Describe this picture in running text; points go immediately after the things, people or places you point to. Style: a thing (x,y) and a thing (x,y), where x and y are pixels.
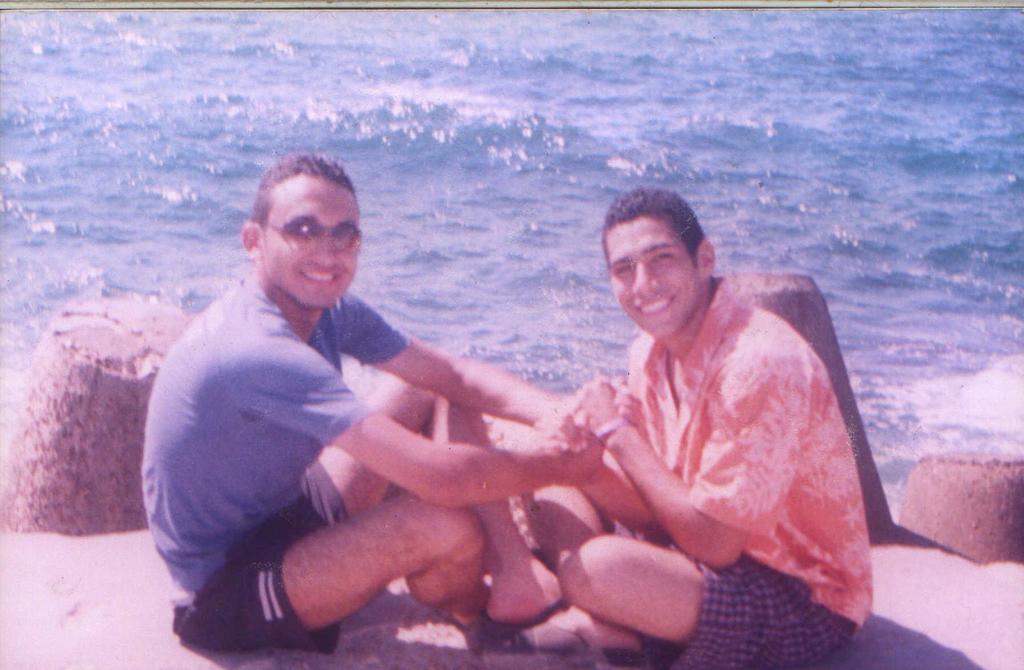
At the bottom of the image (797,552) there are two men (676,470) sitting on the floor (969,607). On the left side of the image (321,296) there is a man (295,288) with goggles (337,229). Beside them there are stone poles (813,325). And also there is water (585,96).
